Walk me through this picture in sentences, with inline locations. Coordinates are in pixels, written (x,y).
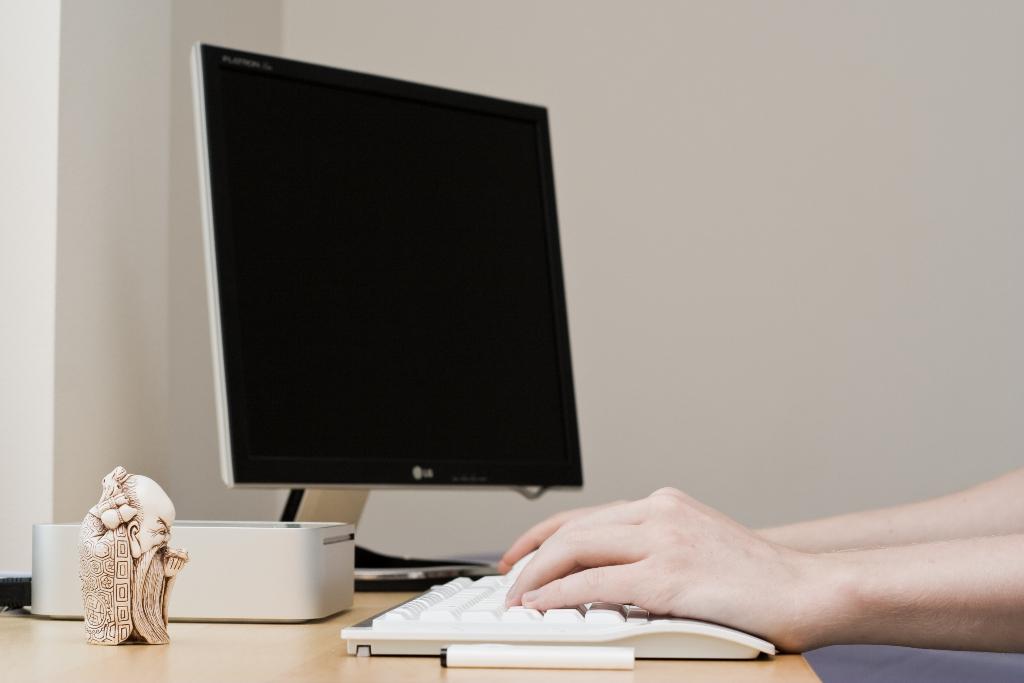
In this image at the right side (852,596) a person hands (839,537) are visible. These hands (745,598) are kept on keyboard (515,622) which is placed on the table (119,653). A pen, an idol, an electronic device (261,572) beside there is a monitor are placed on table (184,680). Background (932,351) there is a wall (72,51).
